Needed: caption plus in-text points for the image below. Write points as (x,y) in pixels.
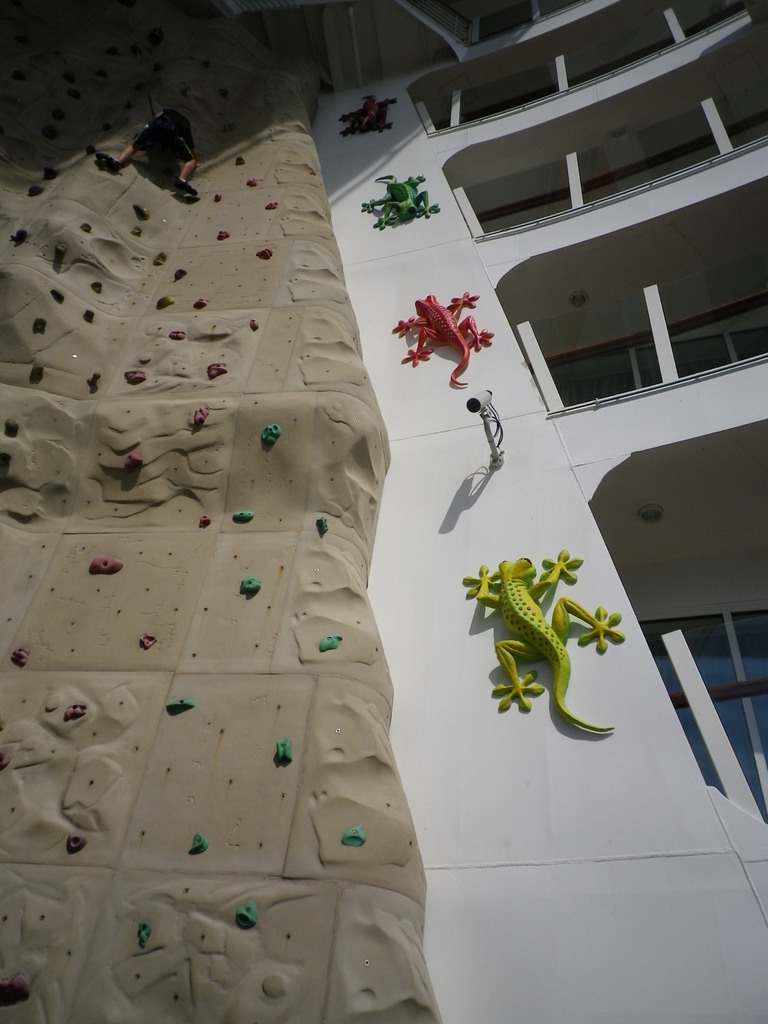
In this image in front (492,583) there are depictions of lizards (417,311) on the wall (453,681). There is a CCTV camera (493,454). On the right side of the image (654,623) there are glass windows (721,324) and there is a metal fence (670,351). On the left side of the image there is a person (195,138) trekking the wall (138,236).
